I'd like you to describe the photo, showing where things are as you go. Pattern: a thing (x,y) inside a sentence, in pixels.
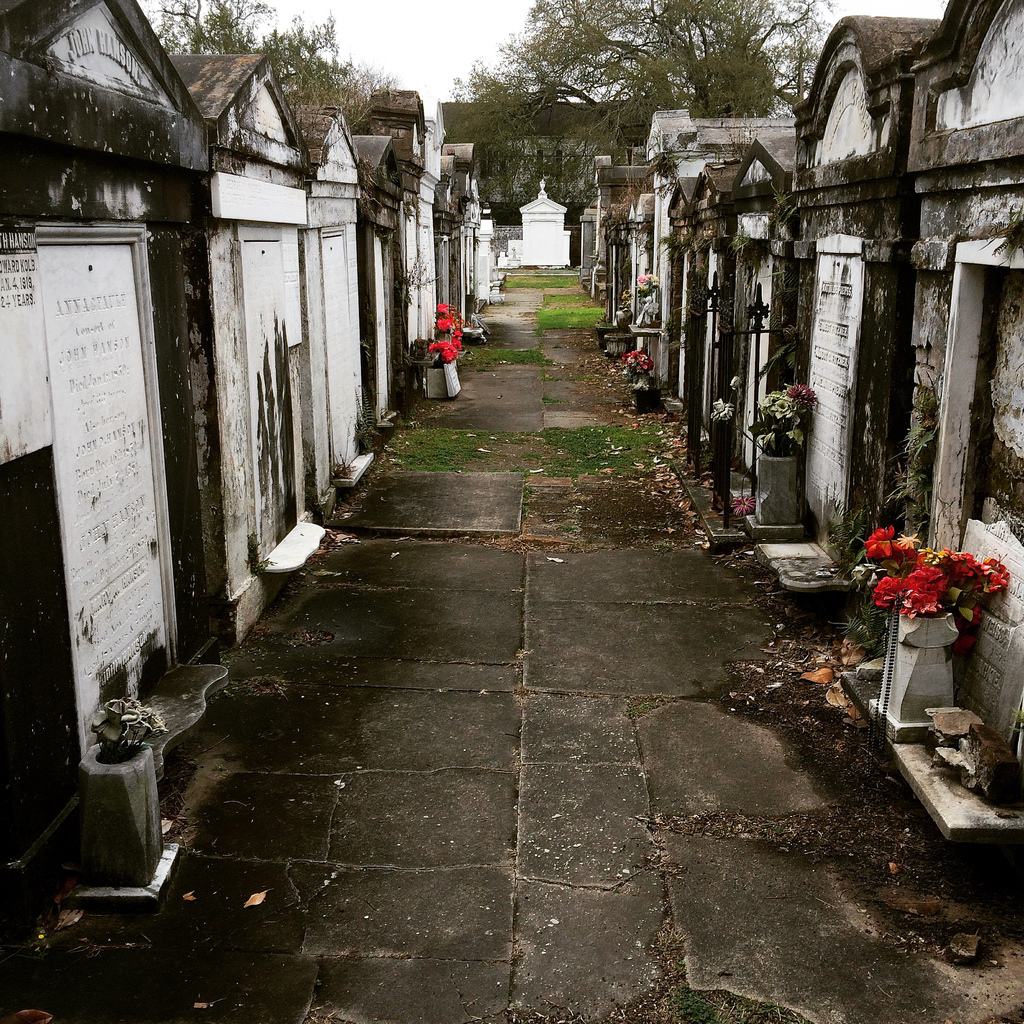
In this image we can see graveyard (742,210). Also there is text (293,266) on the graves (288,266). And we can see flower bouquets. In the background (566,100) there are trees (623,43) and sky (453,9).
